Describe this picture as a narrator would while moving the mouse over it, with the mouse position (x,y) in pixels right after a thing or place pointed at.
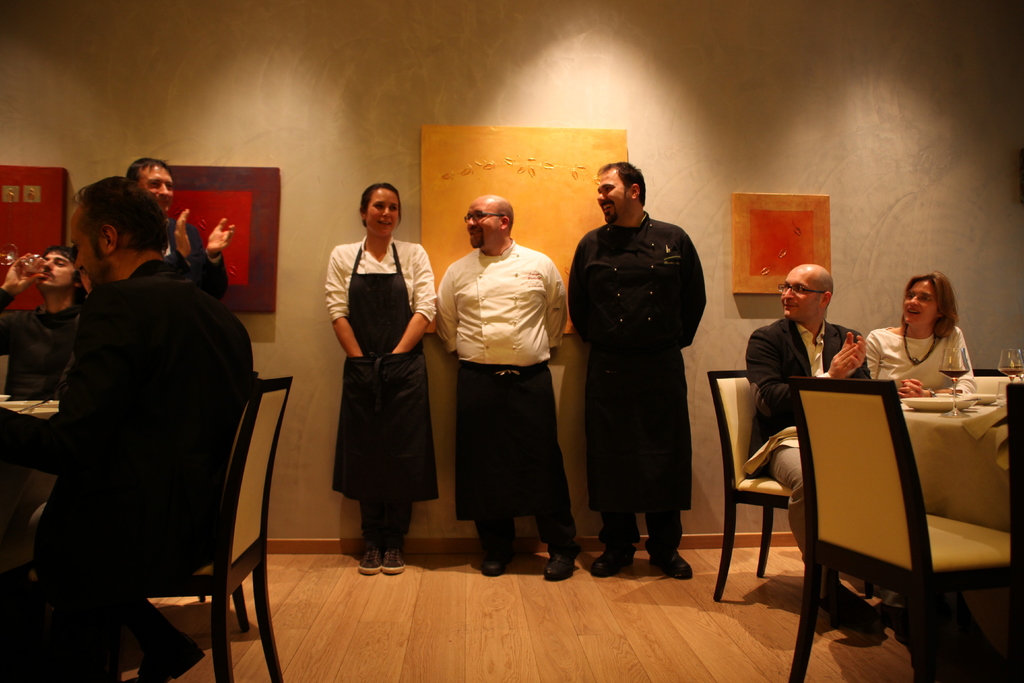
3 people (394,458) are standing at the center (422,363). behind them there is a wall (288,222) on which there are frames (538,180). at the right (920,327) there is a table (936,426), around which 2 people (878,331) are seated. at the left (74,383) there are 3 people (115,320).
